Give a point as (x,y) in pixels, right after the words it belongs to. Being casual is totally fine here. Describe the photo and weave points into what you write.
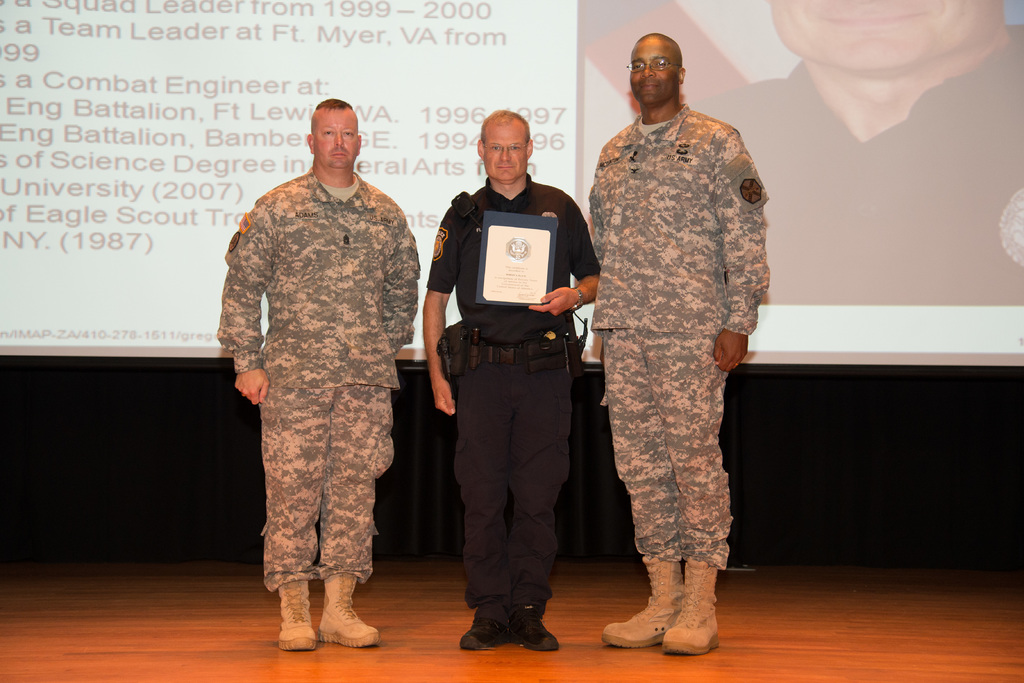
In the picture I can see three men (495,142) standing on the wooden floor (549,598) and the man (509,142) in the middle (437,266) is holding the memento shield (548,260) in his left hand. In the background (475,29), I can see the screen (163,122). On the screen (363,126) I can see the photo (828,71) of a man (808,10) and text (455,149).
